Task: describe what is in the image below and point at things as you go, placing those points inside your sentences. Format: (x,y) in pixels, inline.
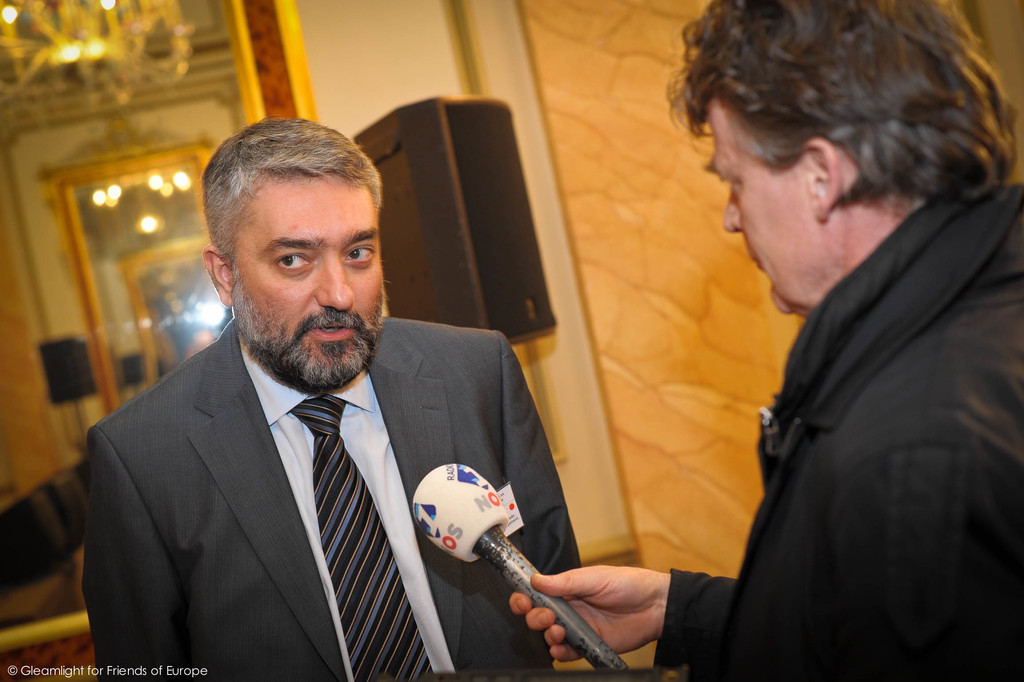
In this image I see a man (291,139) who is standing and I see another man (947,113) who is holding the mic (597,646). In the background (571,504) I see the wall (643,167) and the lights (158,8).
